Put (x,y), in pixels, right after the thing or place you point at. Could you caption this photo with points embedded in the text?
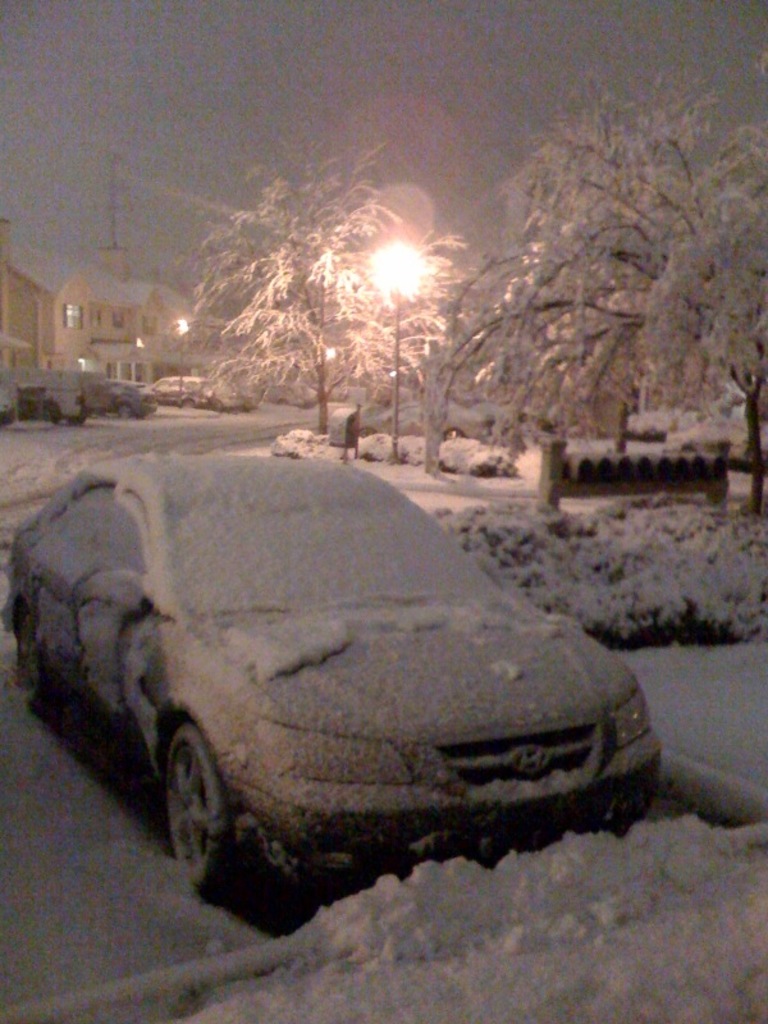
In this image I see the white snow (456,500) on vehicles (225,577), buildings (111,334), trees (265,363) and plants (686,544) and I see the road (216,424) on which there is snow (15,428) and I see the light pole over here. In the background (466,13) I see the sky (323,81).
